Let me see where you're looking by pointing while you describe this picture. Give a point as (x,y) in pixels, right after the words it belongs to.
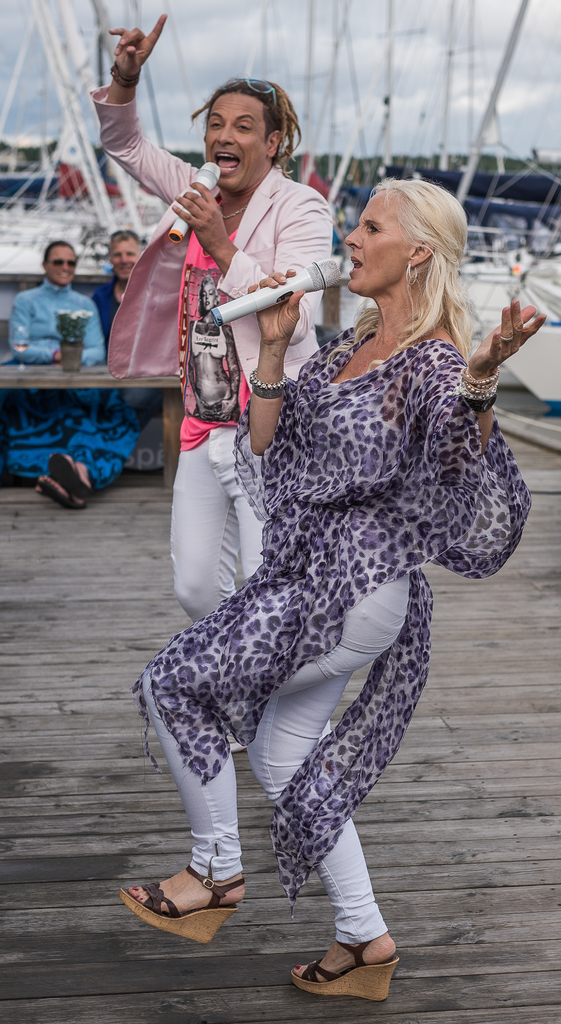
This image is taken outdoors. At the top of the image (303,35) there is a sky (478,69) with clouds (478,69). At the bottom of the image (85,869) there is a wooden platform (38,952). In the middle of the image (303,379) a man (258,264) and a woman (318,364) are holding mics (268,296) in their hands (290,308) and they are singing and dancing. On the left side of the image (66,305) a man (101,315) and a woman (67,412) are sitting on the bench (108,381) and there is a flower vase (78,357) on it. In the background (85,212) there are a few trees (505,161) and there are a few boats (49,220) and there are many poles (98,34).
